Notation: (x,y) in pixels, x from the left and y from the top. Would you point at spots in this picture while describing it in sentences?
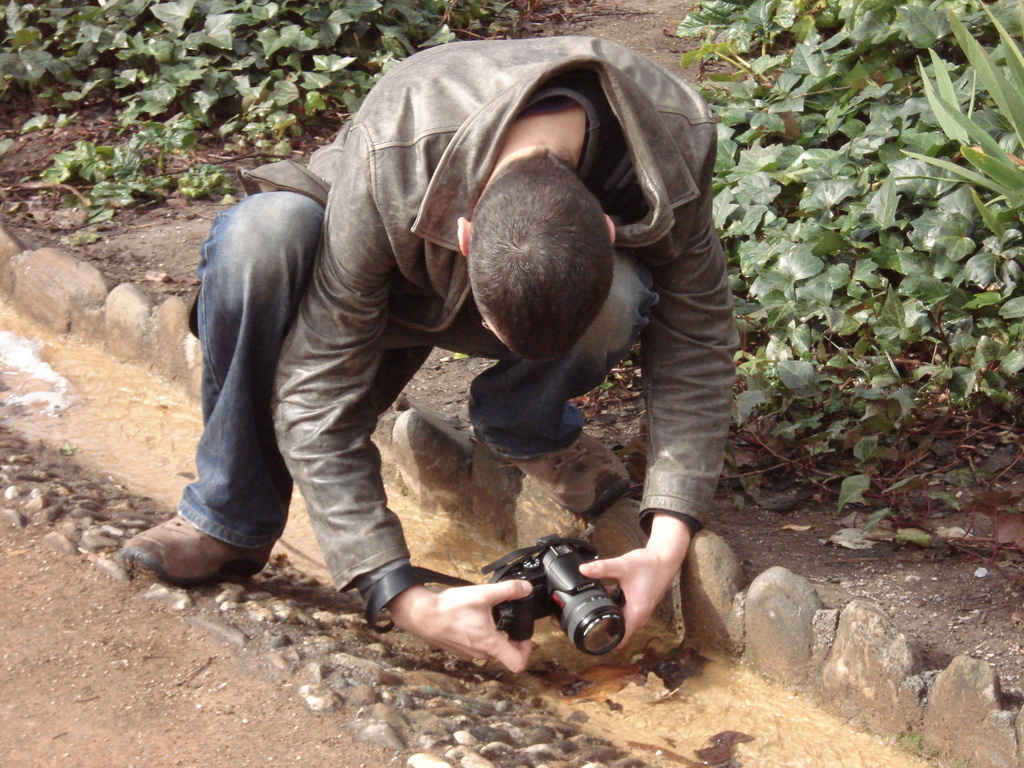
In this picture there is a man (258,353) who is wearing a jacket (336,336) and holding a camera (527,574) in his hands (663,584) taking picture in the bending position and there are some leaves (169,138), plants (784,178) on the other side of him and some stones (124,498) under his right leg (224,513).
